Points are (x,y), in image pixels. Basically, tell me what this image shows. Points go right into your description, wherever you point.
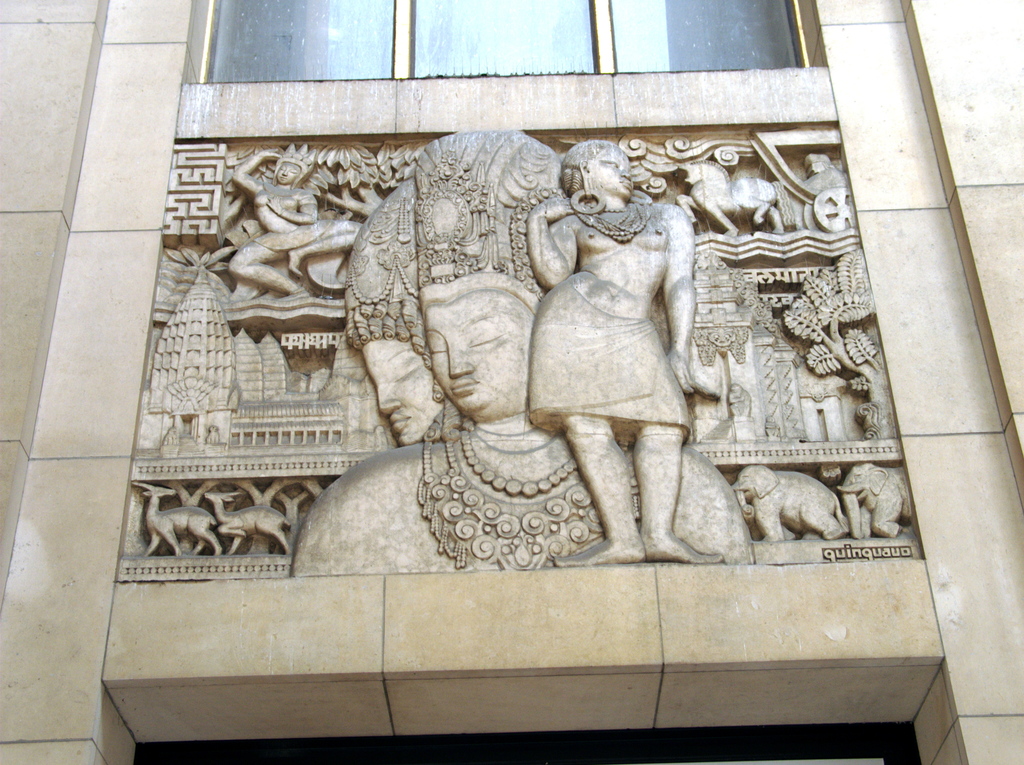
In this image we can see the sculpture (590,408) of few people (566,419) and some object (277,408) on the wall (966,468). There is a wall (361,84) in the image. There are few windows (585,69) at the top of the image (559,40).
